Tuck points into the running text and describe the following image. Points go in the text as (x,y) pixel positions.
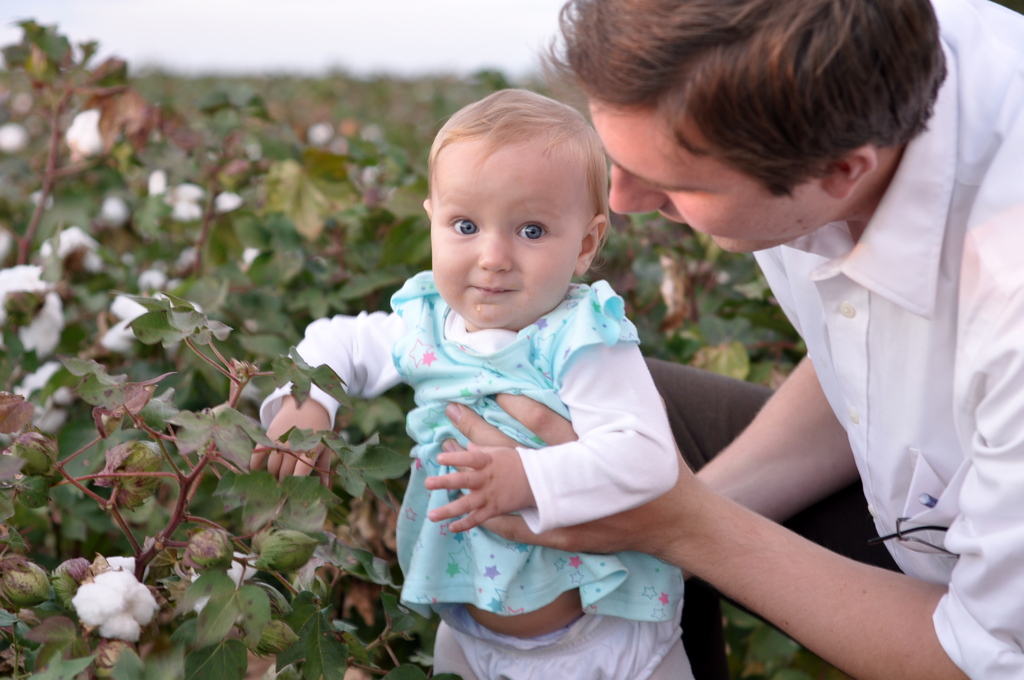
In this image we can see a man (733,465) holding a baby (572,502). There are cotton plants (159,375). In the background (304,108) it is blur.
